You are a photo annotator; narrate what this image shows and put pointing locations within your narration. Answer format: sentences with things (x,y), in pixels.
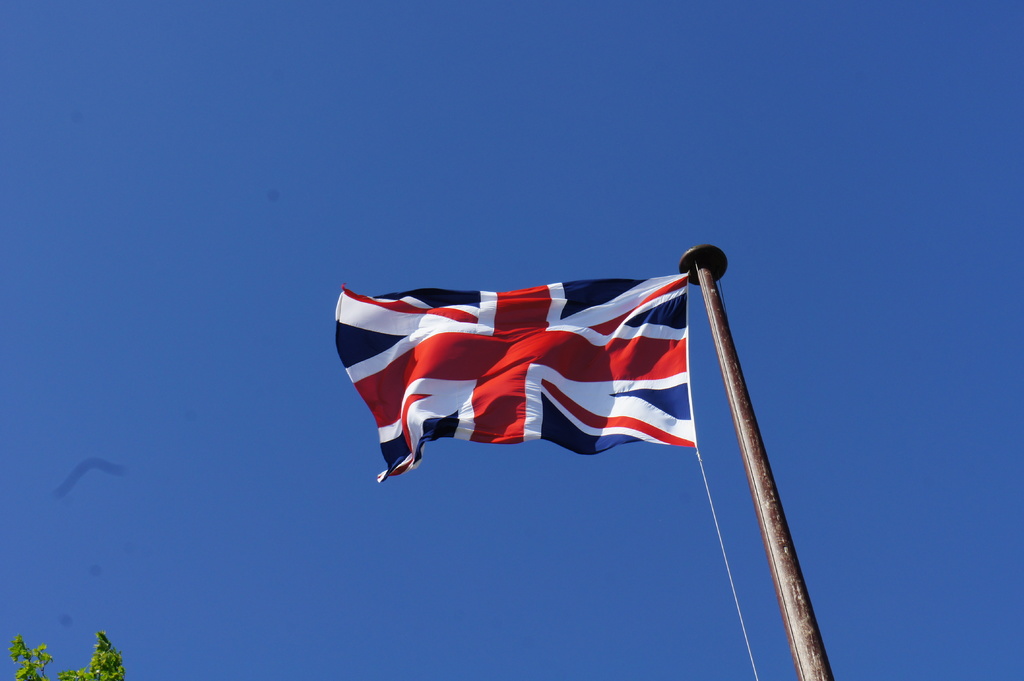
This is the picture of a flag (351,351). In this image there is a flag (521,316) on the pole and there is a rope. In the bottom left (96,668) there is a tree (114,665). At the top (295,162) there is sky (349,217).
